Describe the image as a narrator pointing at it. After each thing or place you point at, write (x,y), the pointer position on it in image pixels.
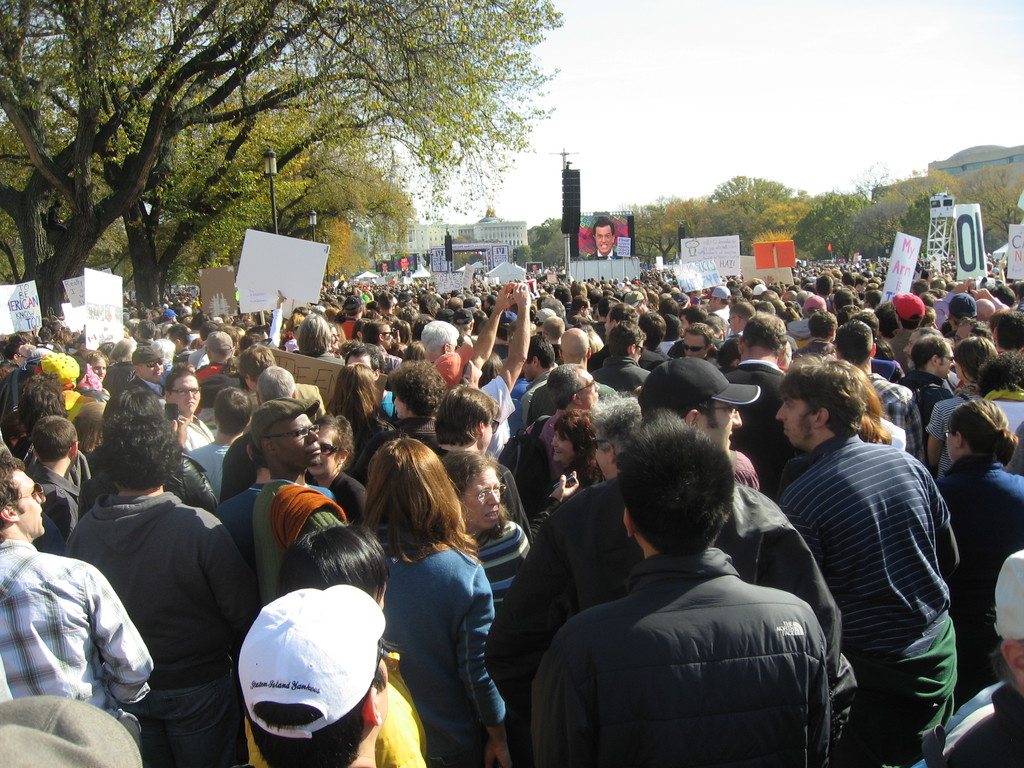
In the foreground (514,393) I can see a crowd (602,445) on the road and boards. In the background (419,227) I can see trees (367,230), light poles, buildings (477,232), screen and the sky (723,125). This image is taken may be during a day.
